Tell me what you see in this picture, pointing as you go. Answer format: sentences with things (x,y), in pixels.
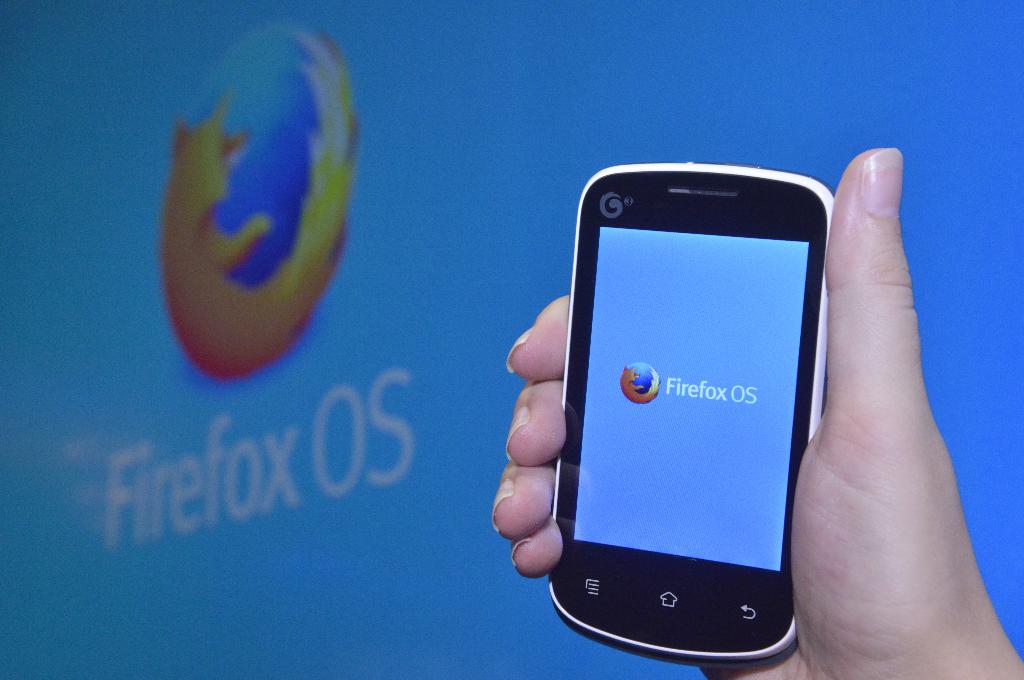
In this picture I can see there is a person (901,614) holding a smart phone (731,627) and there is a logo (700,380) displayed on the screen (702,412) of the smart phone (721,421) and it has a speaker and few buttons (665,598) on the bottom of the smart phone (623,187) and there is a small logo (618,200) on the top left corner of the smartphone (650,208). There is a blue banner (336,284) in the backdrop (255,440) with a logo (175,493).
